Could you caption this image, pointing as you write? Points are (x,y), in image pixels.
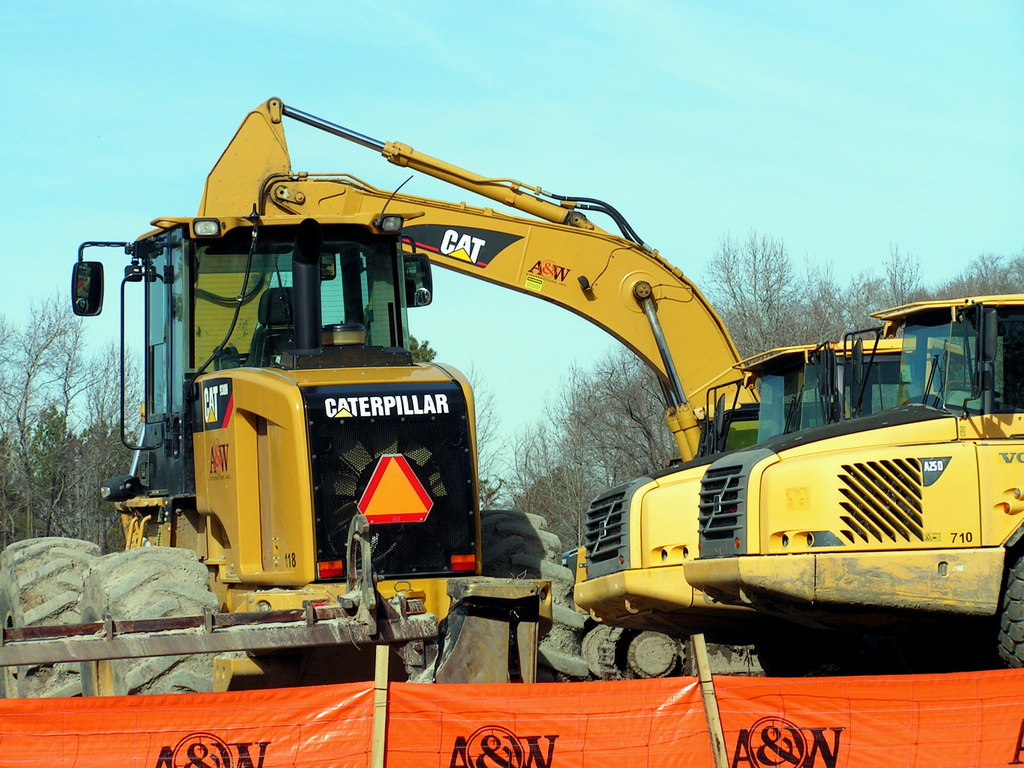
This is completely an outdoor picture. On the background of the picture (645,93) we can see a clear blue sky (690,98). This picture is mainly highlighted with a vehicle (272,389) called "excavator" (644,353). In Front (130,735) portion of the picture there is a fence kind of thing (553,726) with orange sheets (556,726). Behind the vehicle (312,524) we can see few bare trees (751,320).
